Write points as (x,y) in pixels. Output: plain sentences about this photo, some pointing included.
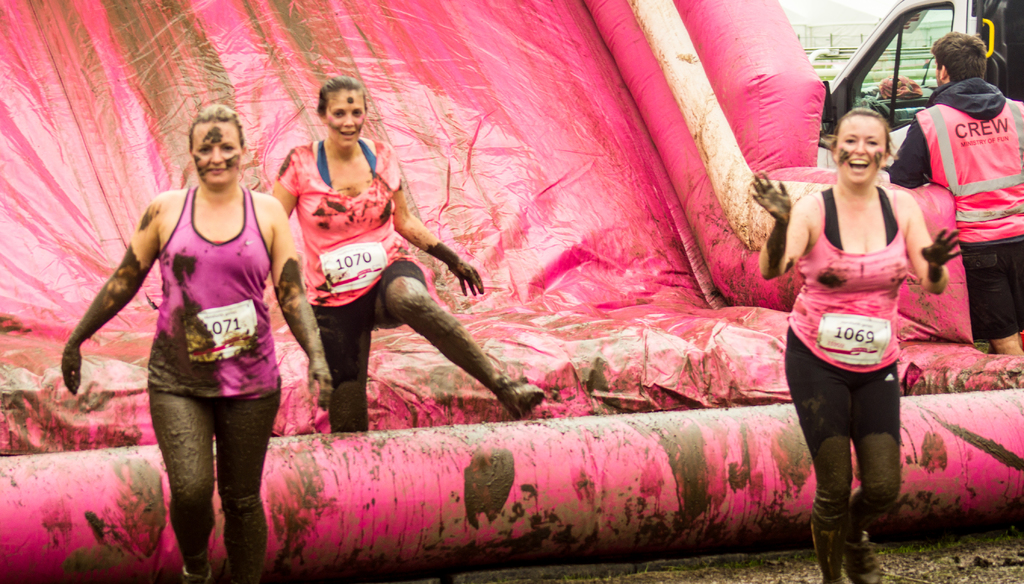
In the picture I can see women (902,283) and a man (911,139) are standing. These women (245,490) are wearing tank tops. In the background (806,138) I can see a vehicle (889,125) and a pink color object (578,297).
